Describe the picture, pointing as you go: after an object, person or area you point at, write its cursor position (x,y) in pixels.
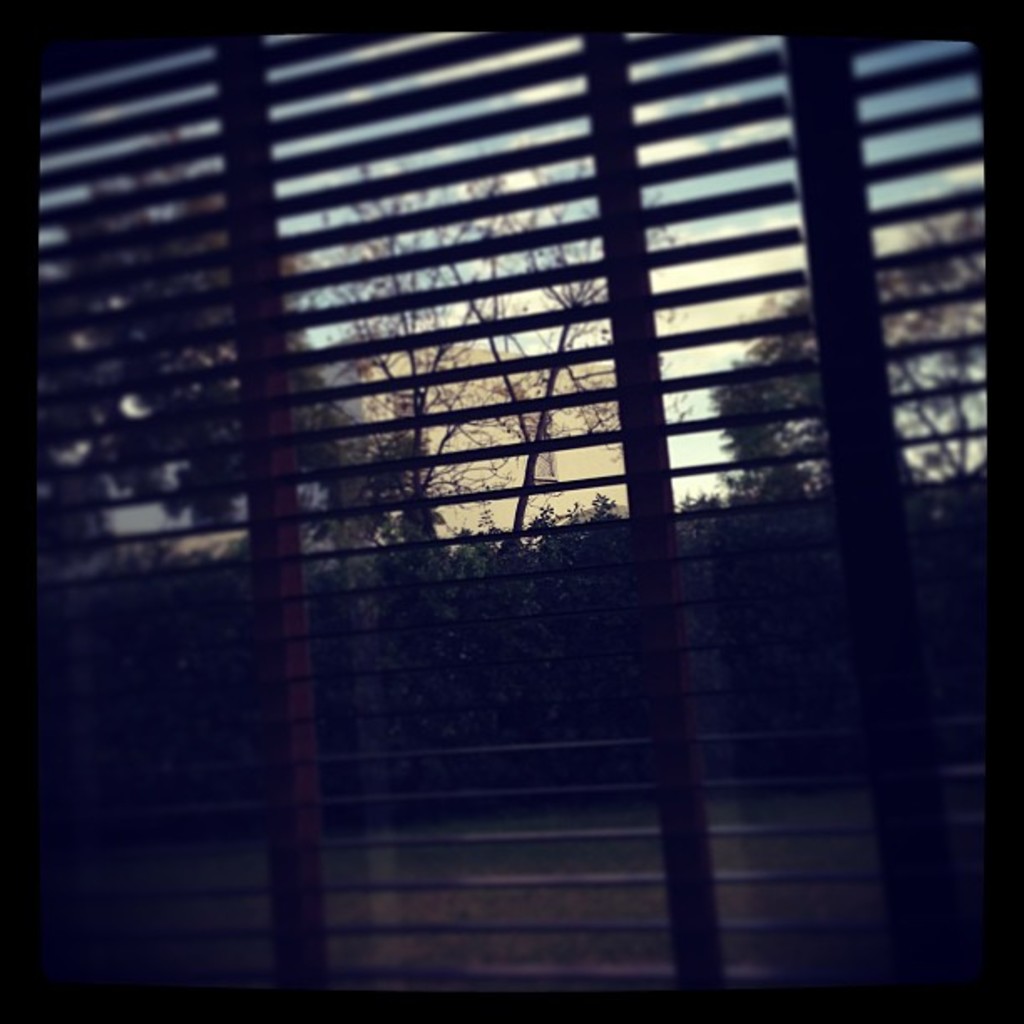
In this image I can see a window (639,603), trees (716,665), grass (522,847) and the sky (677,375). This image is taken may be during a day and looks like a photo frame.
